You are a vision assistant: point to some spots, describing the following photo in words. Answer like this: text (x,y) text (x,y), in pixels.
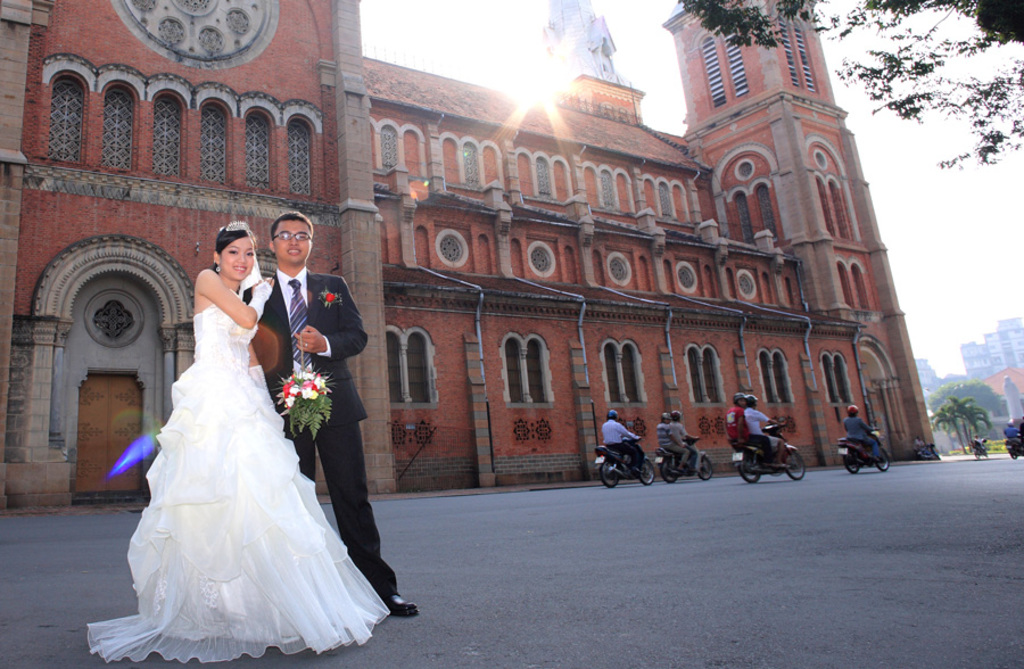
In the picture we can see a woman (230,422) wearing white color frock (185,467) and a man (342,335) wearing blazer (337,320), shirt (301,284) and tie (295,311) is holding a flower bouquet (317,412) and standing on the road (426,570) on the left of the image (175,572). Here we can see some people (624,444) are riding on the motorbikes (664,476), we can see the buildings (225,214), trees (1008,7) and the sky (433,37) with the sun (537,76) in the background (547,98).
